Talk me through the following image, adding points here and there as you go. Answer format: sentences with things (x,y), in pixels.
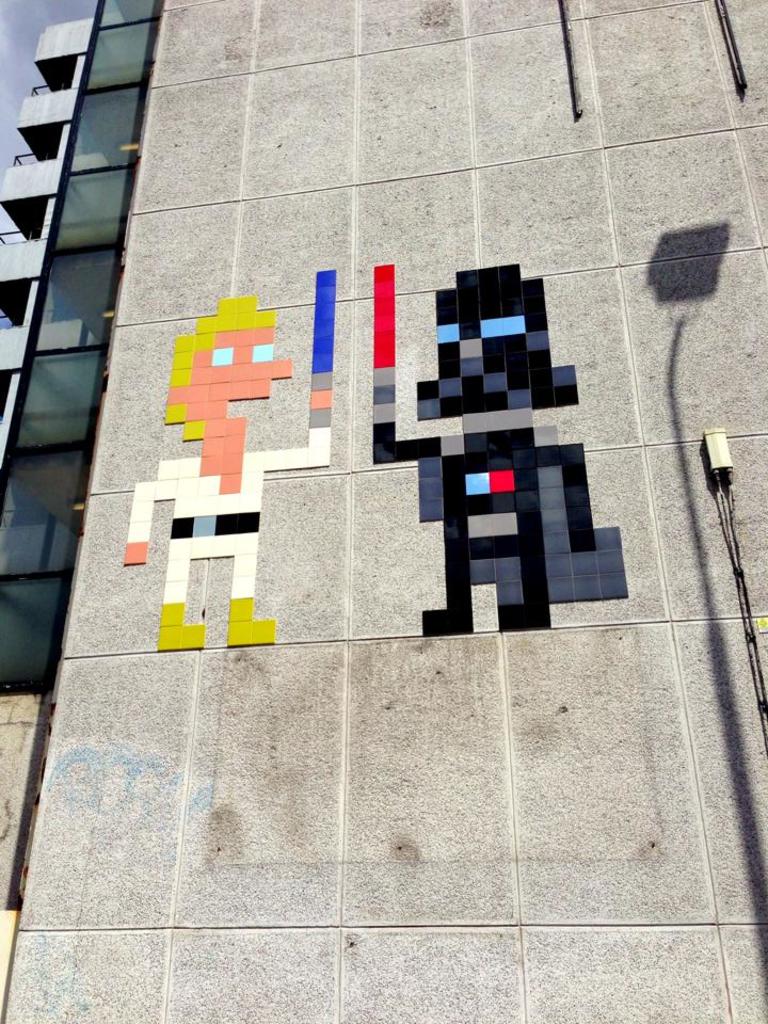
The picture consists of a building (738,10), on the building (422,327) there are posters (534,351). On the right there is an object (765,737).
